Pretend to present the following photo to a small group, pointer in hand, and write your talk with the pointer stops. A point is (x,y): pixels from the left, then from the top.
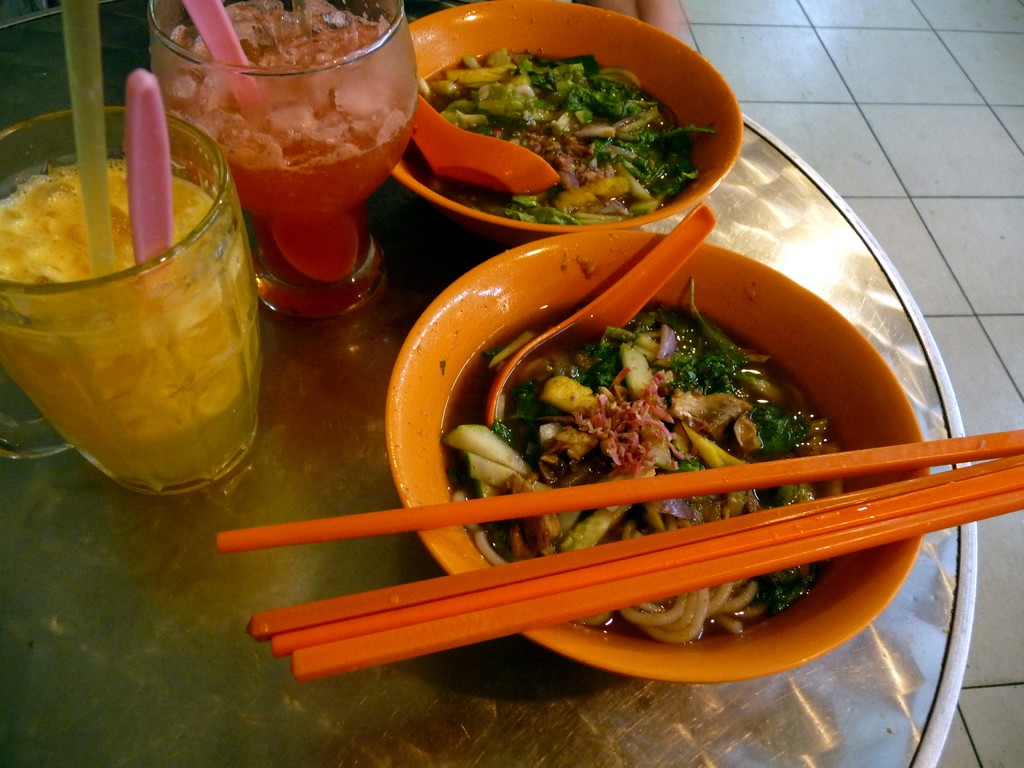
in this image there is a plate (543,272) containing food (646,416), some chopsticks (1001,479), glass (59,155) containing of some juice (209,258), spoon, another glass (306,125), and a plate (472,54) containing of food (642,108) in the table (526,740) and in back ground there is a person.
